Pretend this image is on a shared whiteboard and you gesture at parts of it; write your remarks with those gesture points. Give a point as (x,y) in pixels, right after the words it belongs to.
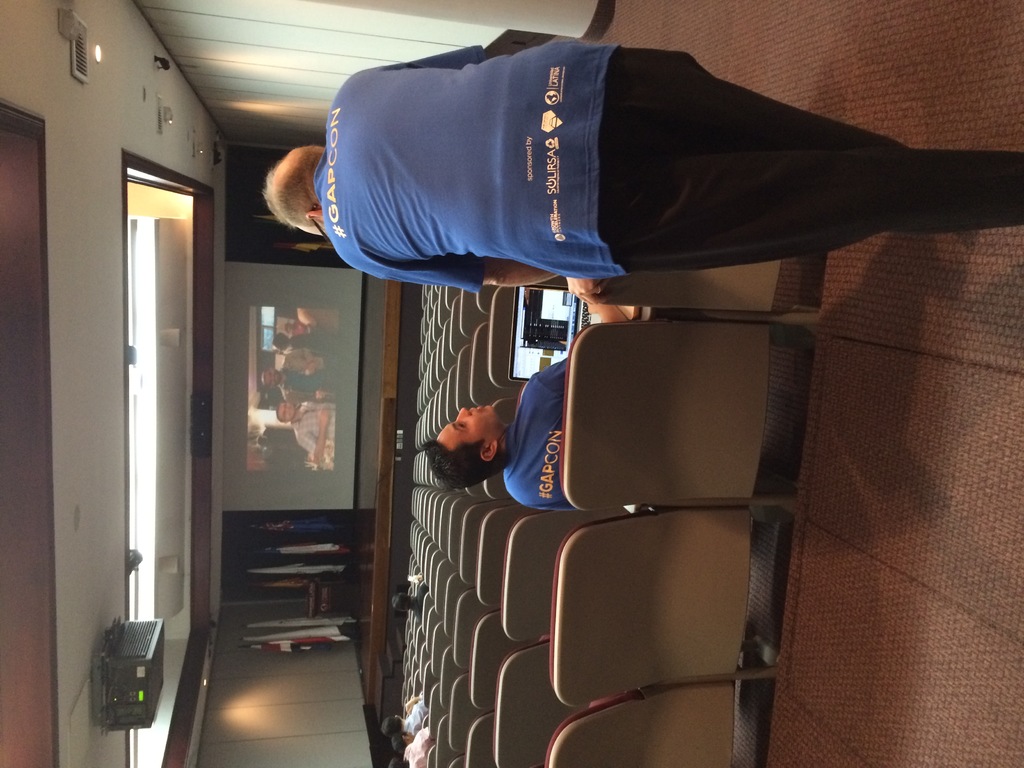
In this rotated image there are many seats (418,626). There are a few people (480,480) sitting on the seats (452,624). In the foreground (508,406) there is a man (502,427) sitting. In front of him there is a laptop (551,341). Beside him there is another man (510,164) standing. In the center (381,453) there is a projector screen (307,443) on the dais (392,569). Beside the screen (324,468) there are flags (295,549). To the left (217,545) there is a ceiling (159,314). There are lights (134,584) and a projector (134,656) to the ceiling (180,694).
